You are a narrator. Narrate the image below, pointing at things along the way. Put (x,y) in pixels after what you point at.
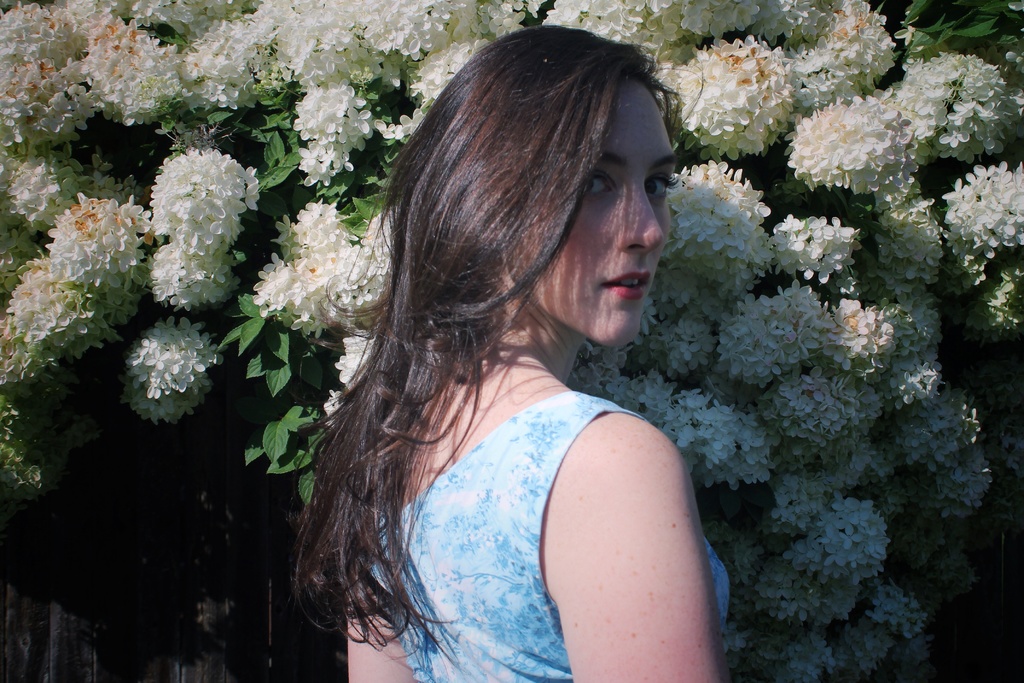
In the middle of this image (421,454), there is a woman (604,470) in a blue color dress (484,532), looking back. Beside her, there are white colored flowers (672,58) of a tree (887,135) which is having green color leaves (272,155).
